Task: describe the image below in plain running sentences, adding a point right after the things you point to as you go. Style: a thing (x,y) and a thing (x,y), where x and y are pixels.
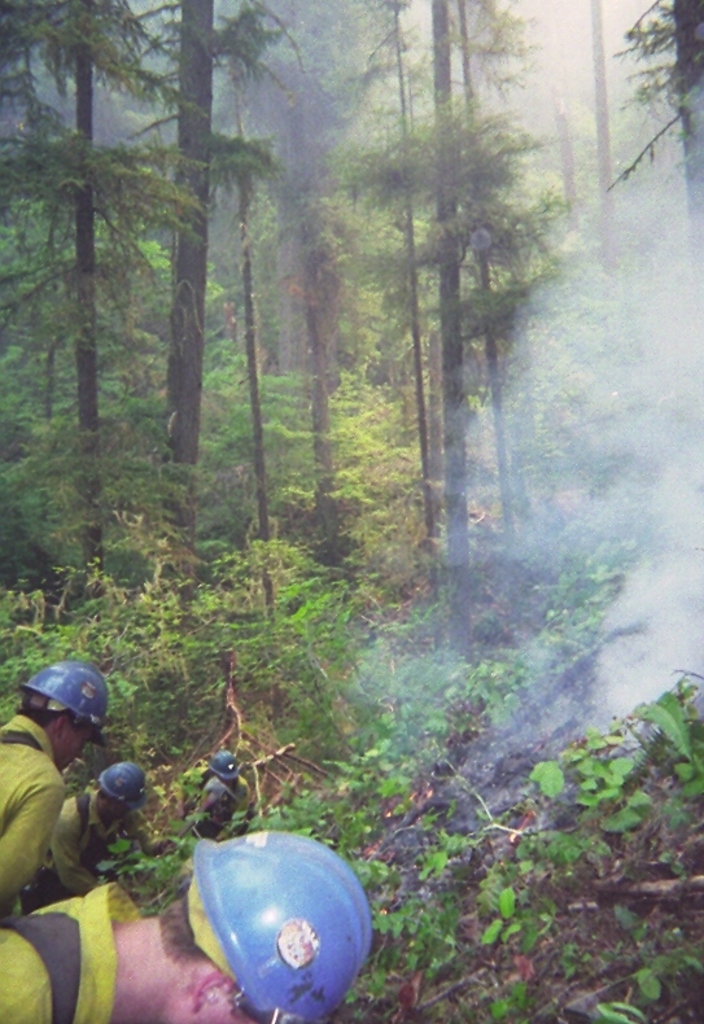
In the picture I can see people (203,938) are wearing helmets (86,696) and yellow color clothes (10,865). In the background (229,715) I can see plants (319,569), trees (333,544) and smoke (614,562).
